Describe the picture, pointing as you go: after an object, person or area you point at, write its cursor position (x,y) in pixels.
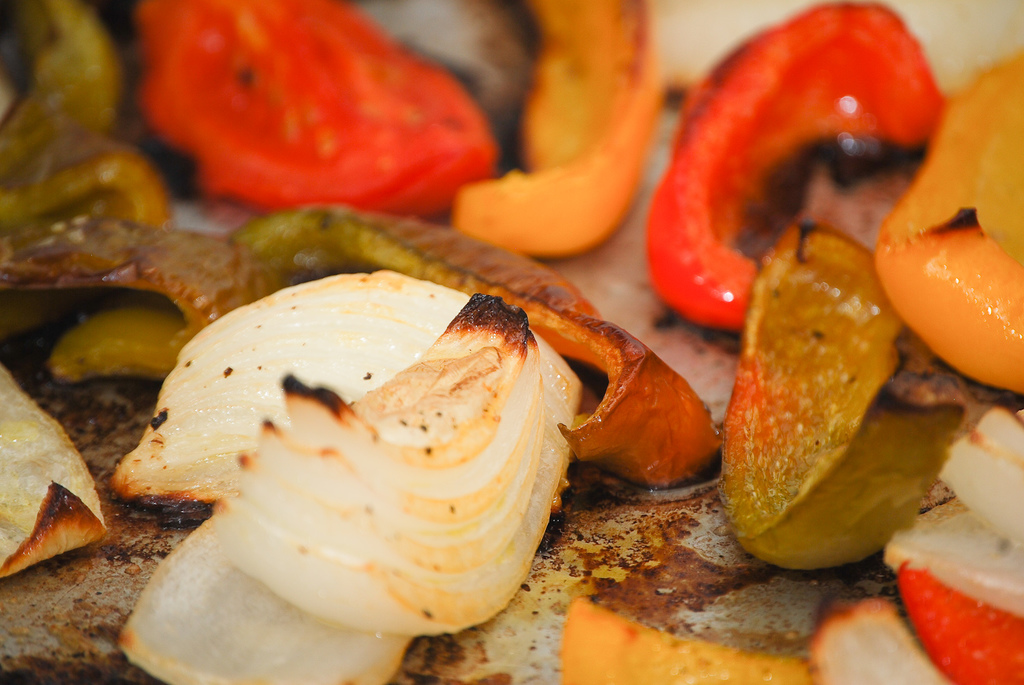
In the picture I can see onions (467,533), tomatoes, capsicum (52,300) and few more vegetables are cut and fried and the background of the image (1014,24) is blurred.
